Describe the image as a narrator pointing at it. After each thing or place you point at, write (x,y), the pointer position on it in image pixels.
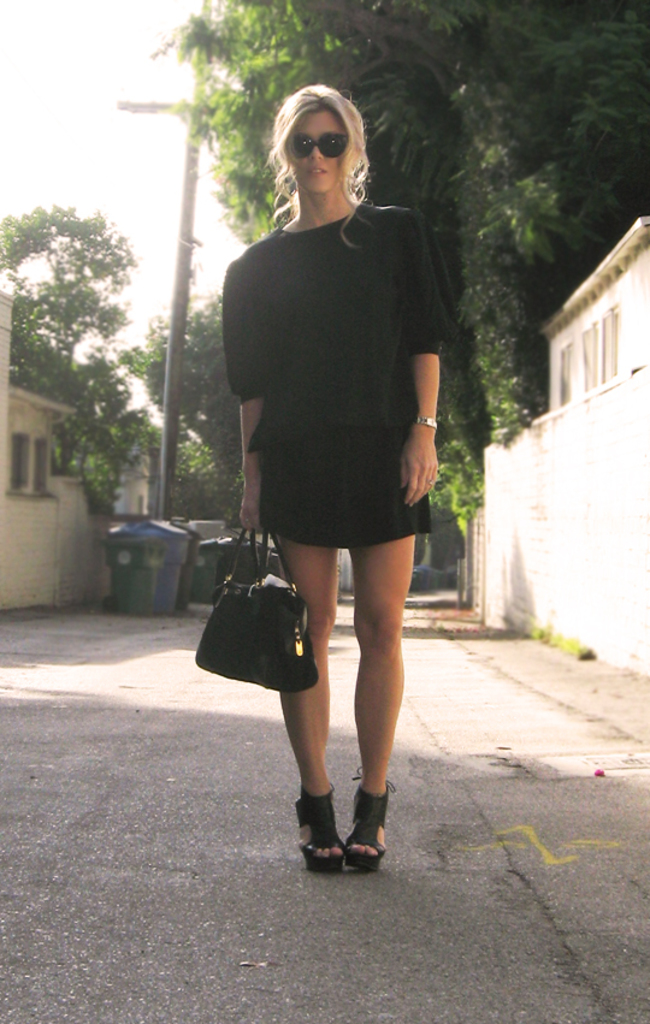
A lady (285,342) with black dress (304,334) holding a black bag (274,607) in her hand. She is standing on the road (221,915). To the left corner (52,561) there is a building (50,573) and dustbins (166,567). And to the right corner (589,460) there is another building (585,433). There is a tree (509,185). We can see the electrical pole (177,420).
